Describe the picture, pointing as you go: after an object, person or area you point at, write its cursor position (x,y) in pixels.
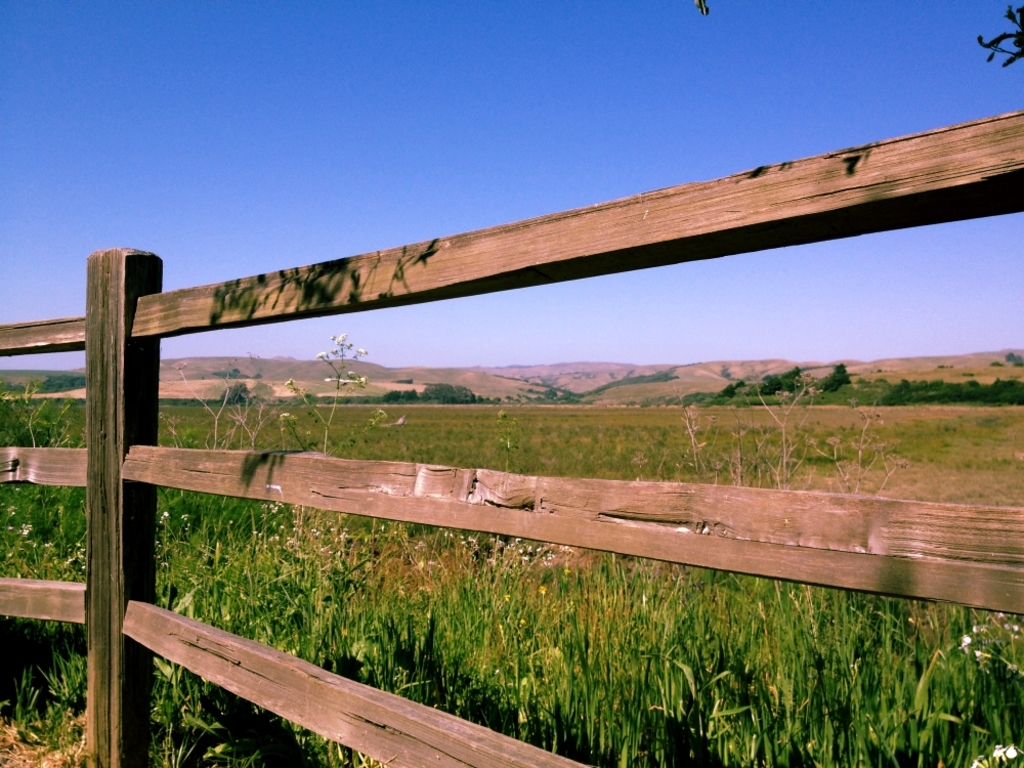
At the bottom of this image (347,682), there is a wooden fence (98,353). Behind this wooden fence (133,716), there are plants (713,415). In the background (907,387), there are trees (926,390), mountains (900,375) and there is a blue sky (173,191).
